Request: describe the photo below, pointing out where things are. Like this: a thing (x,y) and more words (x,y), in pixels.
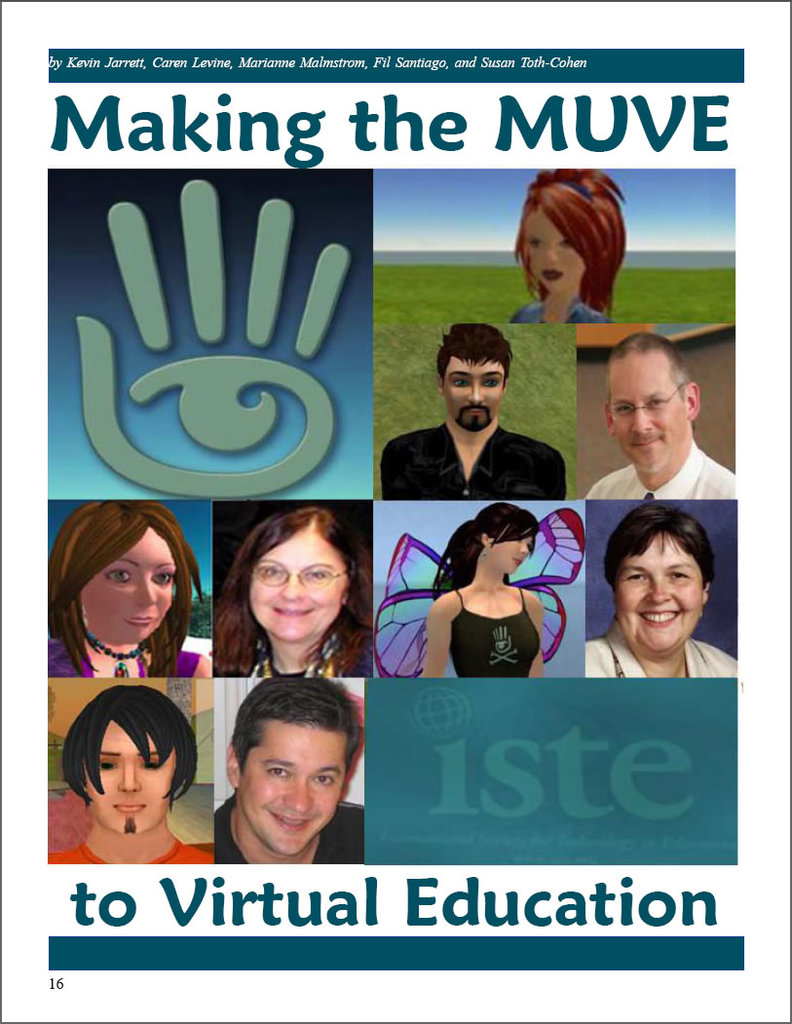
In this image there is a poster (242,369), on that poster (170,287) there is some text (561,905) and animated images (181,796) and four pictures (302,796).
